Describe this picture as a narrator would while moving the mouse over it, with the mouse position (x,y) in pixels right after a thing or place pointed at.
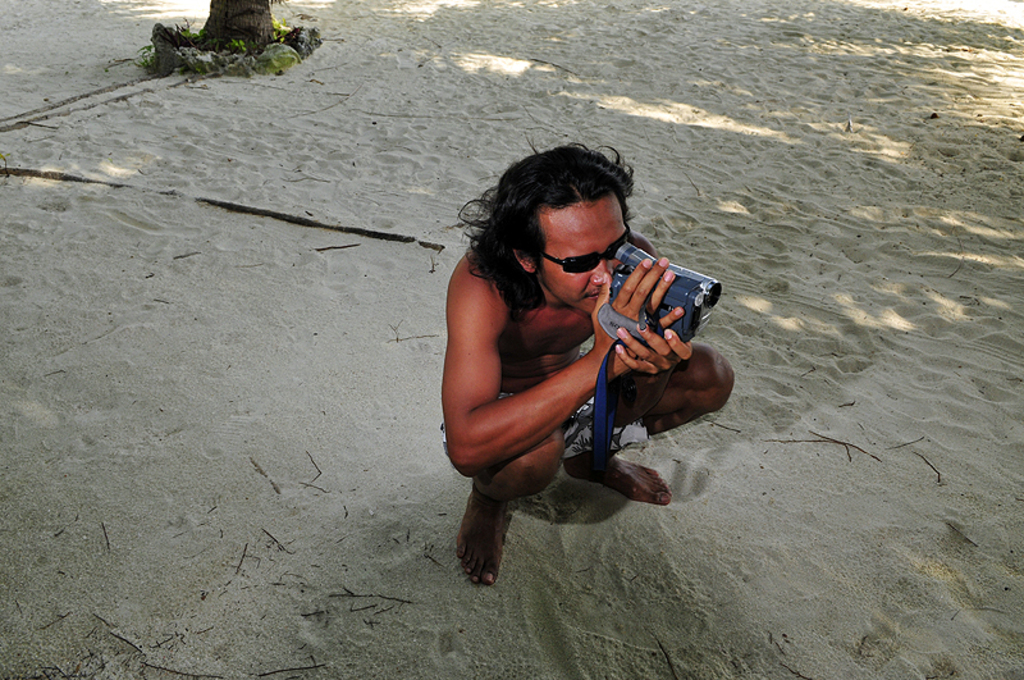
In this image we can see a person (578,253) who is wearing sunglasses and holding a camera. We can see there is a sand (386,73).
